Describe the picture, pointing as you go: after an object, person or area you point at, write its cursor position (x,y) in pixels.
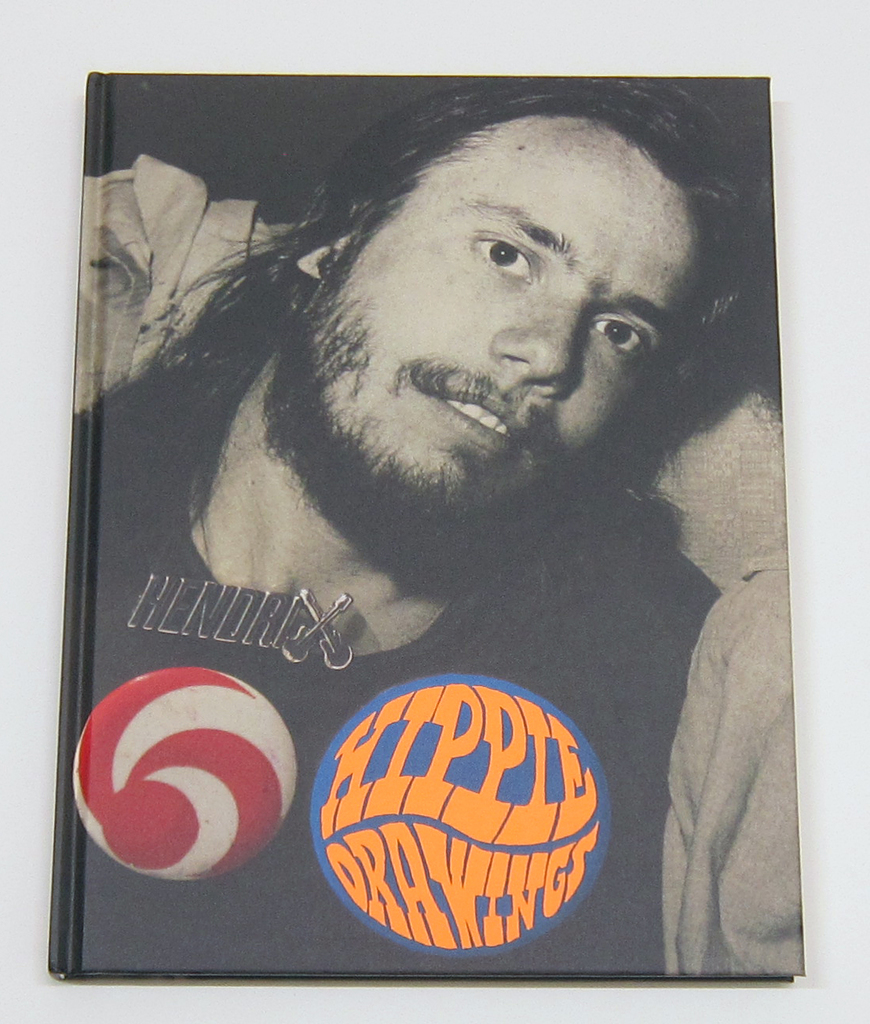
In this picture there is a man (332,434) in the center of the image (434,357) and there is Richard prince hippie drawings (542,763) at the bottom side of the image (411,782).
